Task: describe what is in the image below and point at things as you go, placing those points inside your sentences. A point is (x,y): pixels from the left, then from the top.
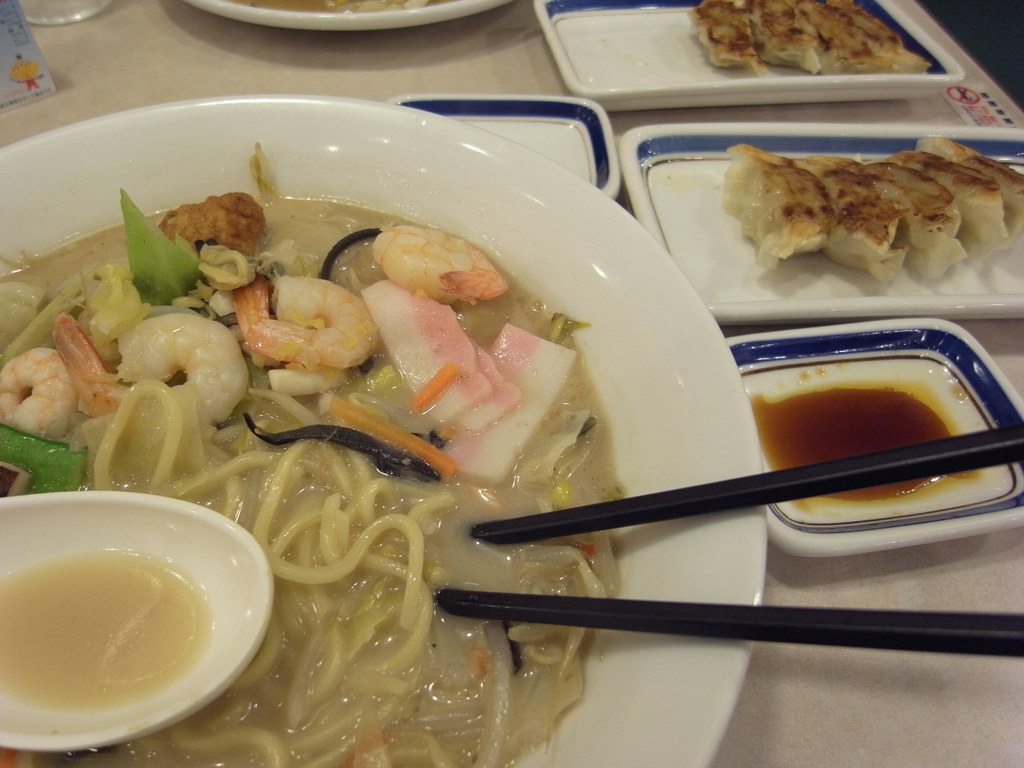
In this image I can see foods (857,57) in different plates (700,237). I can also see two chopsticks (491,528) over here.
